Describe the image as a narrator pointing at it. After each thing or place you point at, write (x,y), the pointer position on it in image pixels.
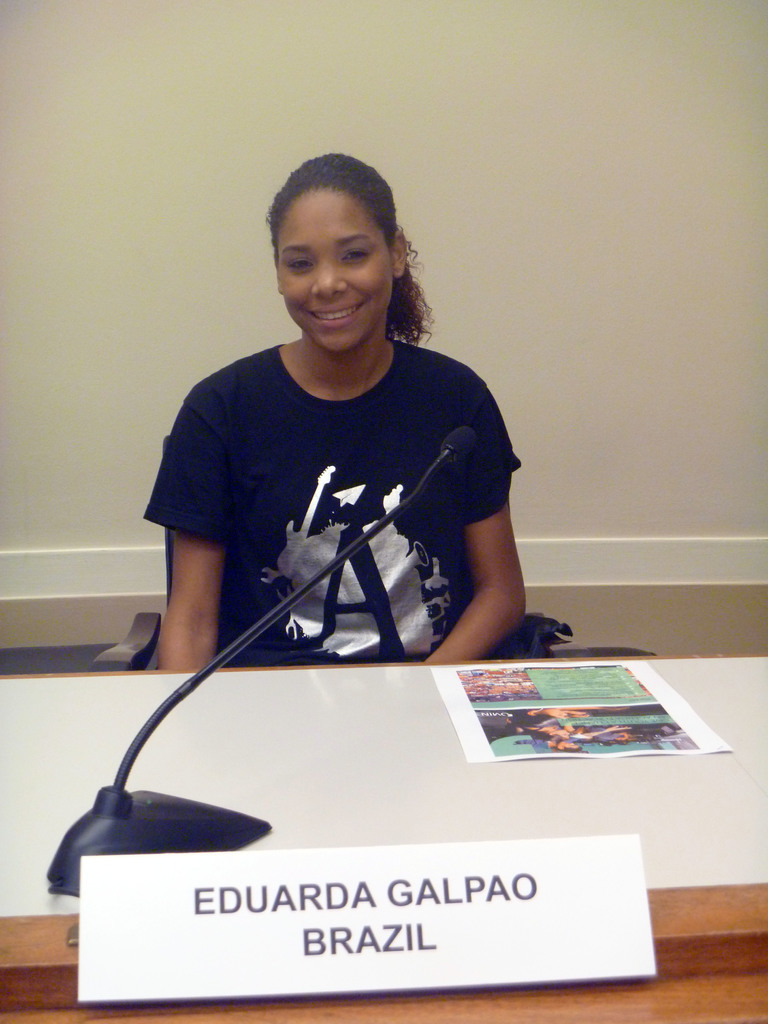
There is a girl (249,513) sitting in front of a table (342,753), there is a paper (448,682), a mic (214,811) and place card (395,886) on the table (234,803). There is a wall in the background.
